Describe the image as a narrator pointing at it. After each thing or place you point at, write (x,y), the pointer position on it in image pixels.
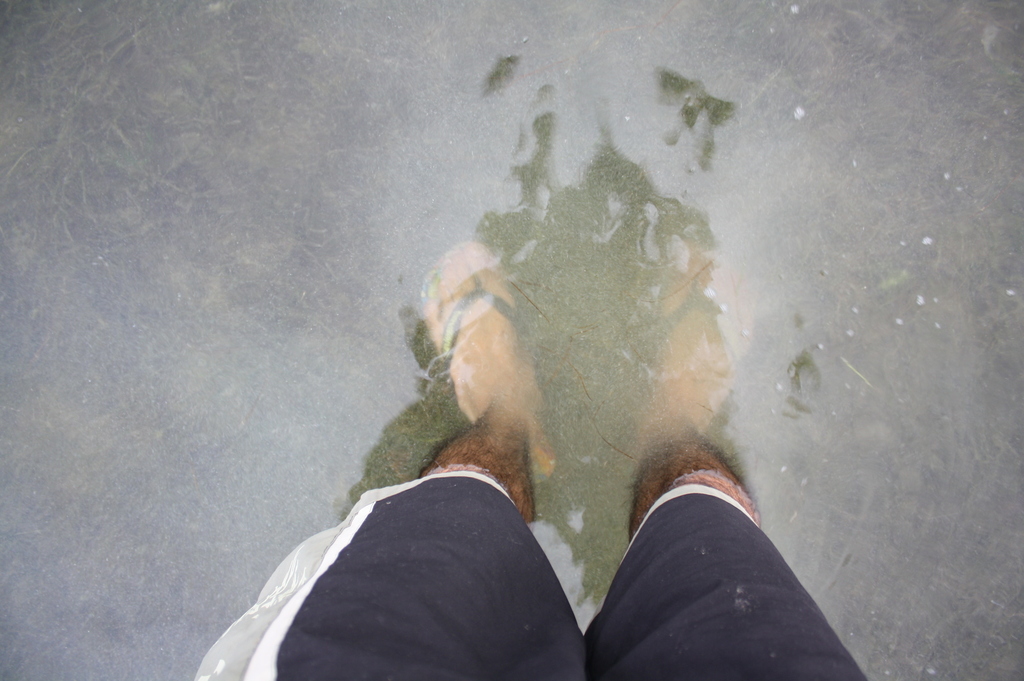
In this image we can see the legs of a person (659,452) inside the water (567,234).
